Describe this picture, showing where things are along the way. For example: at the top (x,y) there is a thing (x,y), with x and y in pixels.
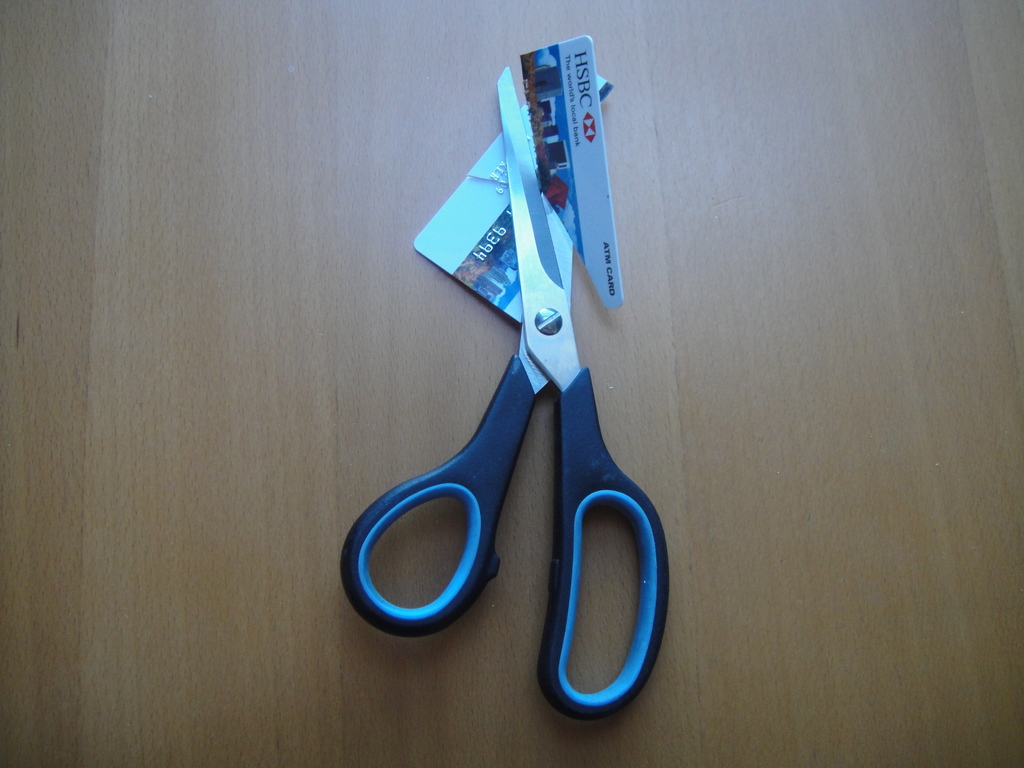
In this image I can see the scissors (529,325) and the card (502,257). These are on the brown color surface (233,505).
